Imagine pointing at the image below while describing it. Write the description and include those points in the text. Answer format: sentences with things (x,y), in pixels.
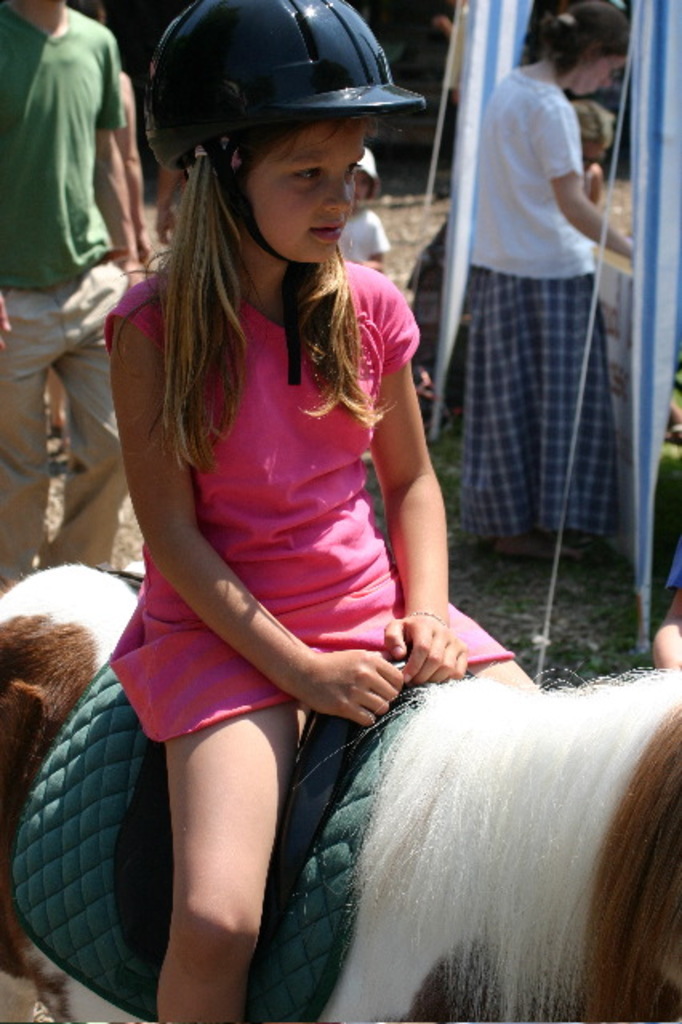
In this image I can see a person (262,520) sitting on the animal (439,909) and wearing the helmet (254,111). In the background (87,124) there are some people (92,354) standing.
